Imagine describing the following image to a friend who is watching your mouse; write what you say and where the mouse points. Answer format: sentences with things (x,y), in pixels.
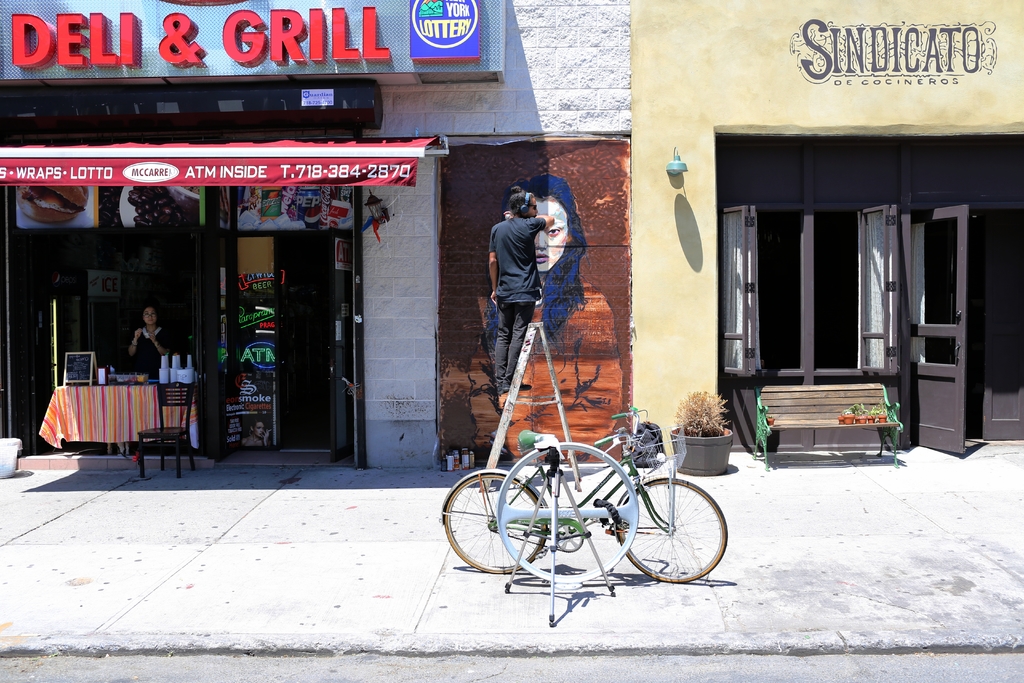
The person (535,283) is standing on a stand (533,329) and painting the wall (539,254) and there are stores (246,246) on the either side of him and there is a cycle park (632,447) behind him.
